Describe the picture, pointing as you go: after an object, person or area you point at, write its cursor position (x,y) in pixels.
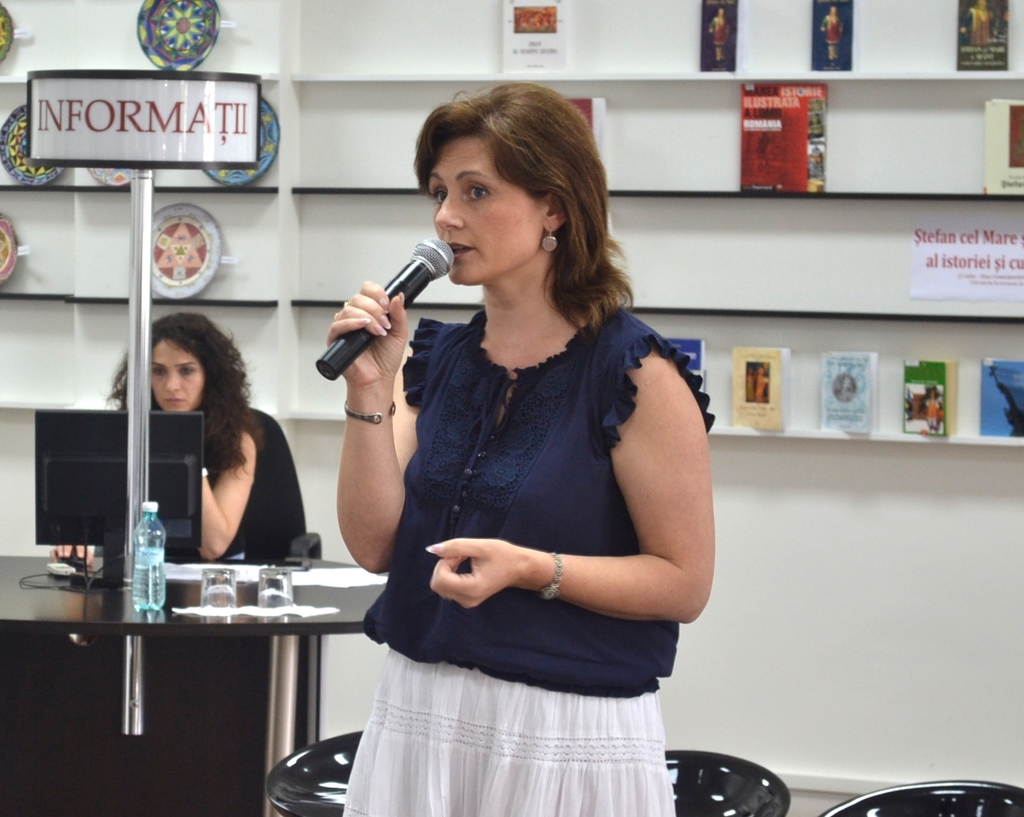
In this image I can see a person (486,376) standing and wearing the blue color top (583,506). She is holding the mic (327,370). To the left (199,393) there is another person (220,431) sitting in-front of the table (181,607). On the table (238,585) there is a system (191,511), papers (300,609), glasses (261,597) and a bottle (160,576). There is a board (144,102) to the pole (131,315) and in the back (699,203) there is a rack (788,410). There are books (840,395) inside the rack (813,398).
